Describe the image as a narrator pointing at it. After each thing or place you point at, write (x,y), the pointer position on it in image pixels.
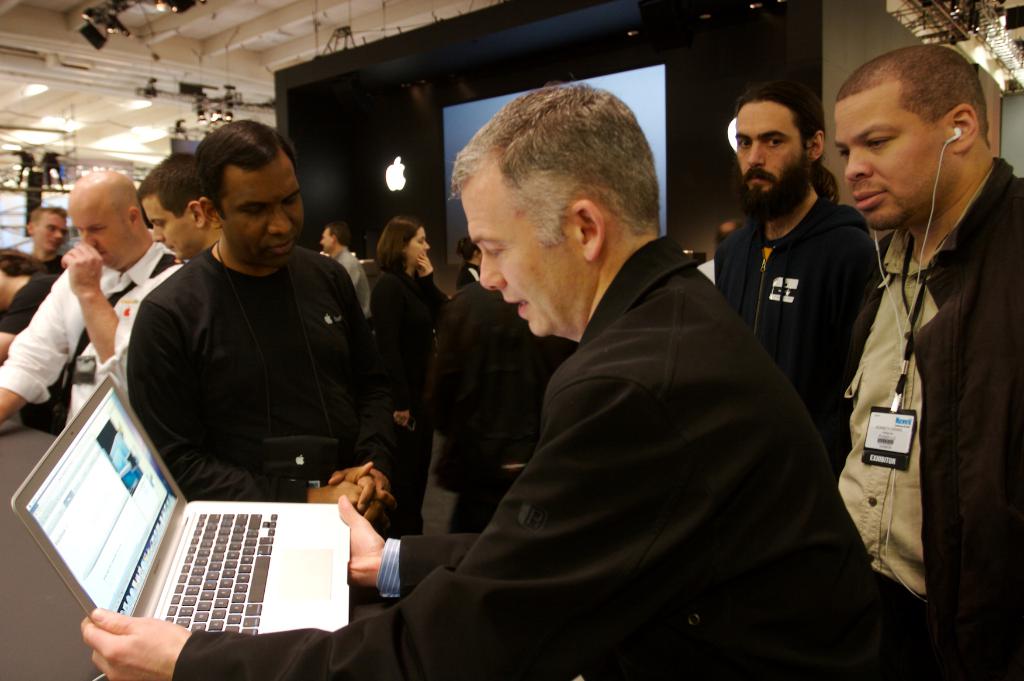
In this image we can see the people (399,282) standing and the other person (655,275) holding laptop (173,494). And we can see a table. In the background (476,125), we can see a screen (464,139) with the logo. At the top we can see the lights (115,26) attached to the ceiling (151,26).
